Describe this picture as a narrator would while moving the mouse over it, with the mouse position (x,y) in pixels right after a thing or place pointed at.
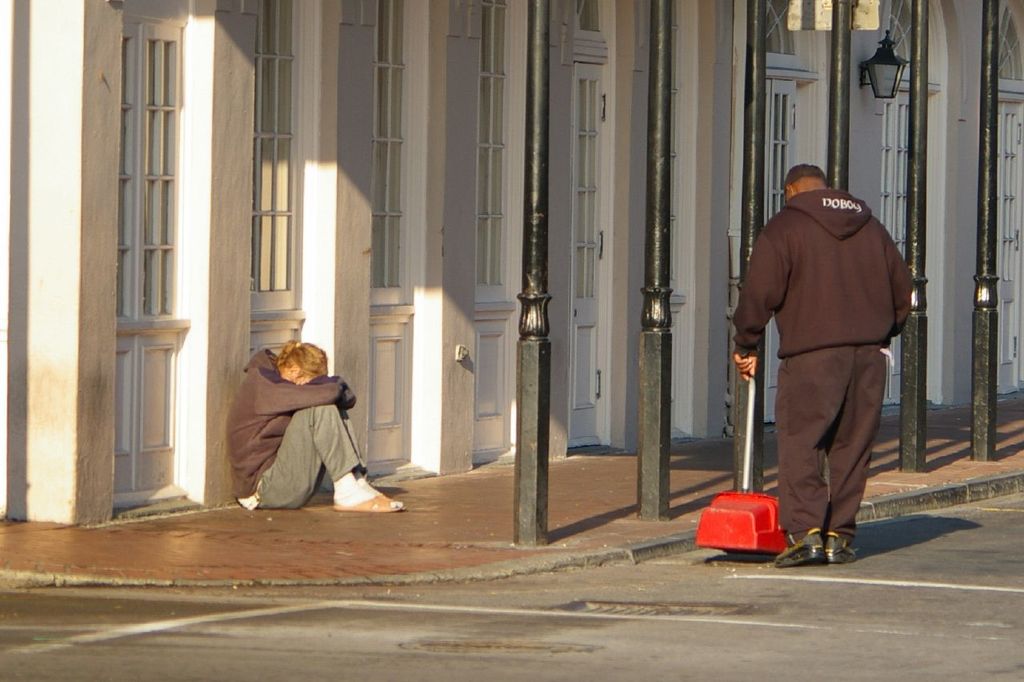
In this image I can see building (238,174), in front of the building (431,177) I can see black color poles (989,97) and a lamp (896,85) attached to the wall (875,44) of the building (641,95) and a person (247,382) sit on the floor (239,522) in front of the building (180,480) and a person (846,415) holding stands (750,390) visible in front of poles (759,476) on the road (786,595), at the bottom (437,624) I can see a road (461,646).
